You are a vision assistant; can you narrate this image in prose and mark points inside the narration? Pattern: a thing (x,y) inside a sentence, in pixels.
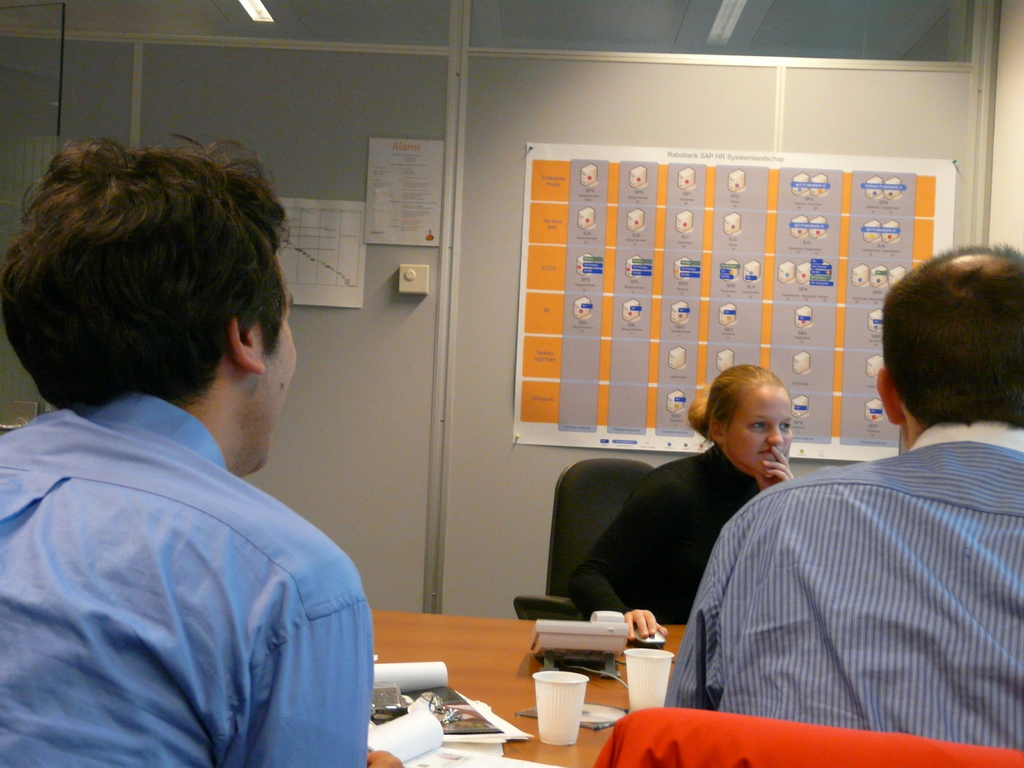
This is an inside view. At the bottom of the image (149,557) I can see two men (831,640) are sitting facing to the back side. In front of these people (791,691) there is a table (475,679) on which I can see two glasses (583,676), telephone (576,649) and some papers (431,720). On the other side of the table (507,640) there is a woman (686,512) sitting on the chair (567,592). In the background (546,569) there is a wall (363,110) to which few papers (585,223) are attached.
